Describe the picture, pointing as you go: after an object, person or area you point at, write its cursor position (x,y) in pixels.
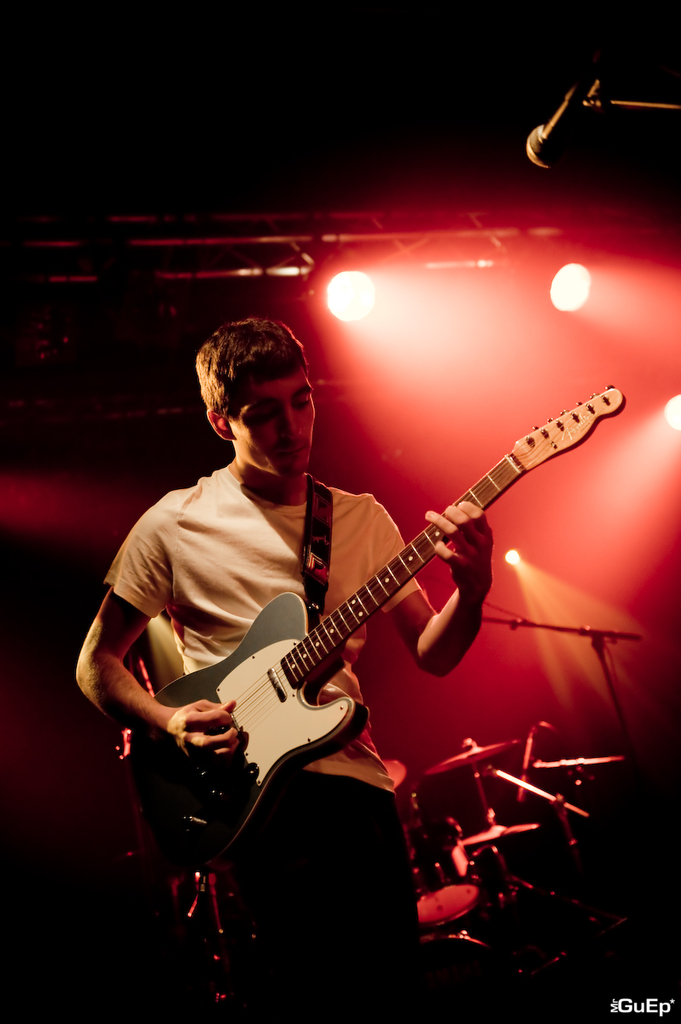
In the foreground of this picture (300,641) we can see a person (262,532) wearing white color t-shirt (209,515) and seems to be playing a guitar (218,771). In the background (559,805) we can see the focusing lights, metal rods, microphones (568,125) and some musical instruments (488,785). In the bottom right corner (627,1009) we can see the text (614,1002) on the image.
